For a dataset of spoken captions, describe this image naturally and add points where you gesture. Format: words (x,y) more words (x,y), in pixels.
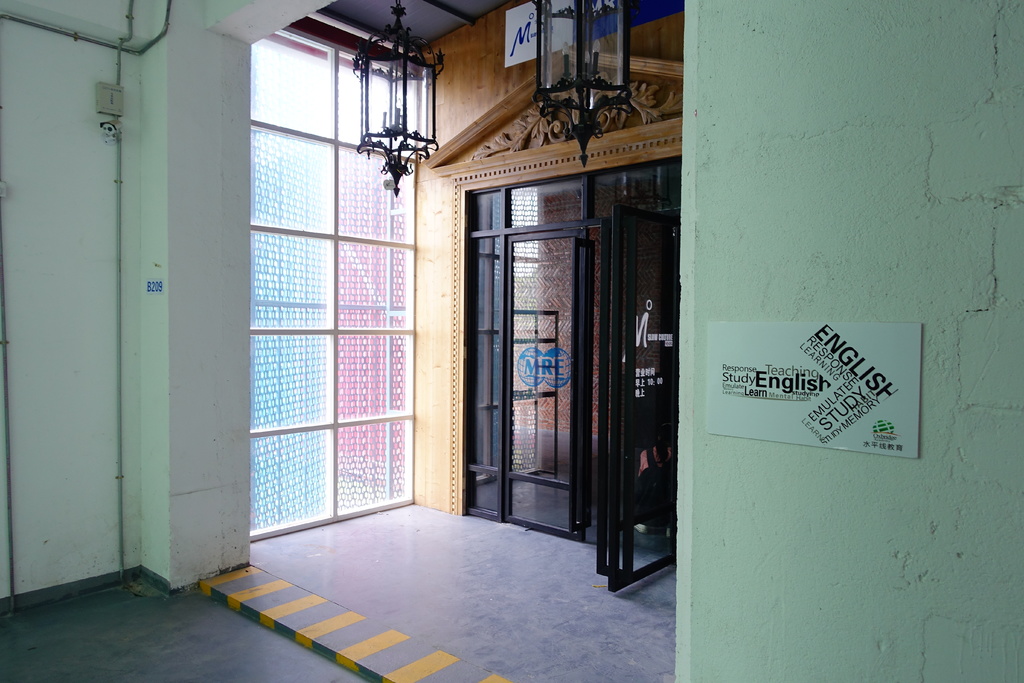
This image is taken in the building (524,570). In the center of the image (487,421) there is a door (508,454) and we can see a wall (688,459). There is a board (865,390) placed on the wall (893,306). At the top (401,152) there are chandeliers (565,99).
